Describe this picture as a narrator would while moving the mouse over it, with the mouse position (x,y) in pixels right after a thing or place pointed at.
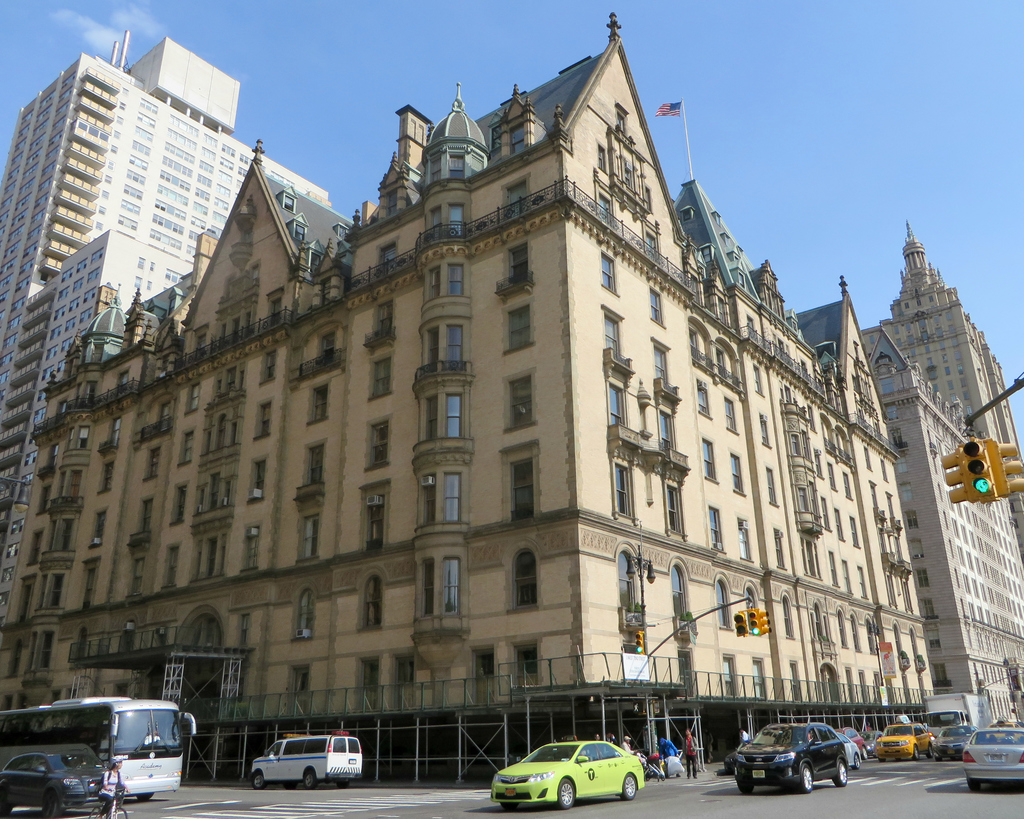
In this image, we can see some buildings (569,415). There are vehicles (71,764) on the road (589,814). There is a signal light (993,460) on the right side of the image (989,491). There is a sky (748,79) at the top of the image (393,68).
